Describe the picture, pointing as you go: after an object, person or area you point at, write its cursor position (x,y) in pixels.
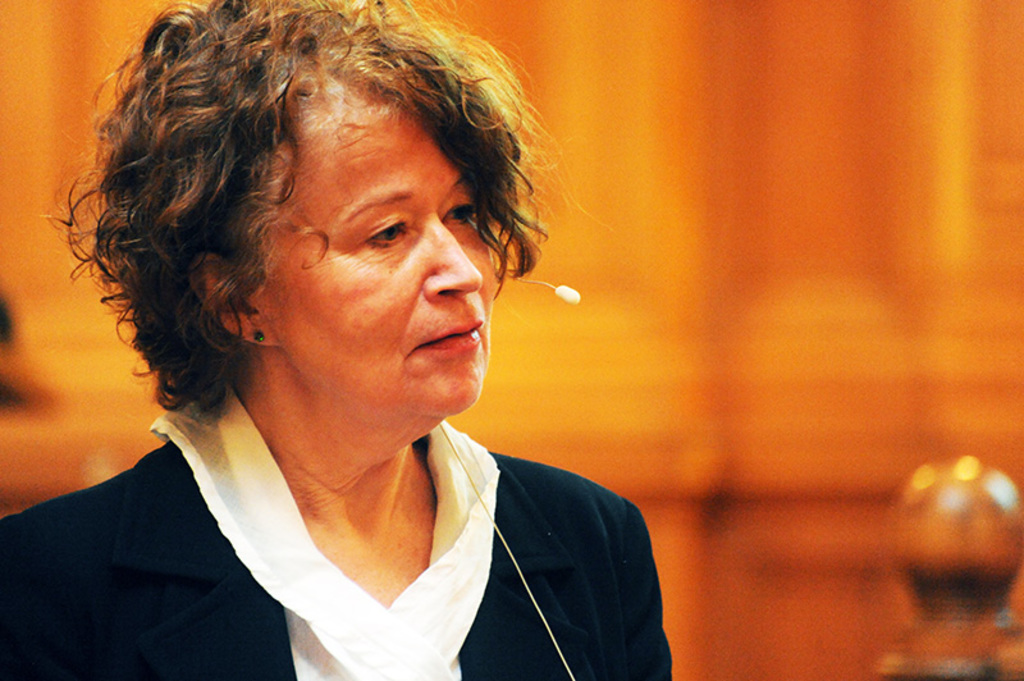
In this image I can see a woman (210,454) in the front (187,625) and I can see she is wearing black and white colour dress (412,619). I can also see a mic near her mouth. I can see this image is blurry in the background (682,653).
